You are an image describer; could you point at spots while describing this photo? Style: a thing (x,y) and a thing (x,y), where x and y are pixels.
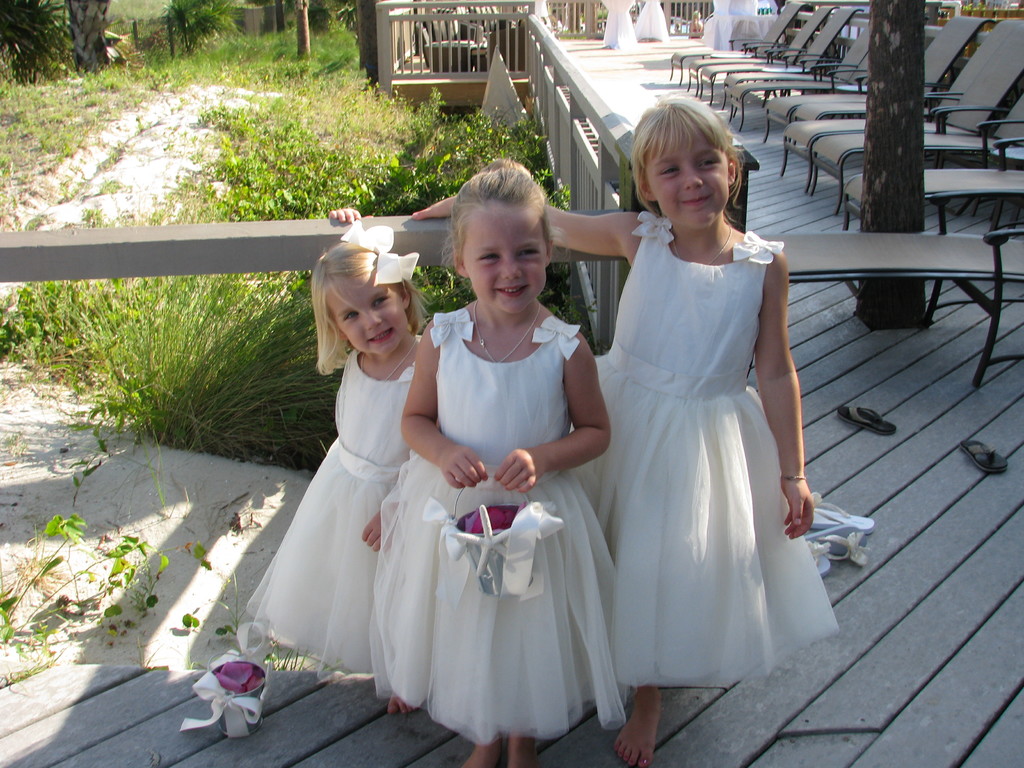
In this image, we can see three persons (706,328) wearing clothes (464,414) and standing in front of plants (478,134). There is a kid (531,174) in the middle of the image (585,368) holding a bucket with her hands (510,479). There are some chair (857,91) in the top right of the image (942,157).
